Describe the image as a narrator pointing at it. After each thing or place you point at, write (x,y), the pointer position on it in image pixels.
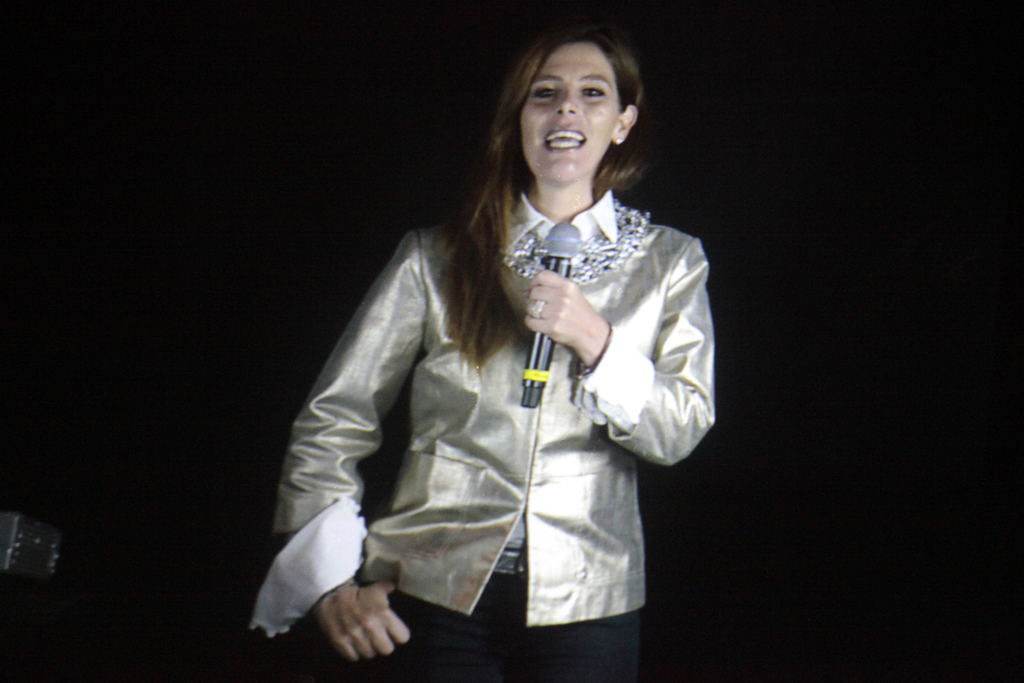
In this image we can see a woman (584,386) standing and holding a mic (544,346) and the background (234,196) it is dark.
